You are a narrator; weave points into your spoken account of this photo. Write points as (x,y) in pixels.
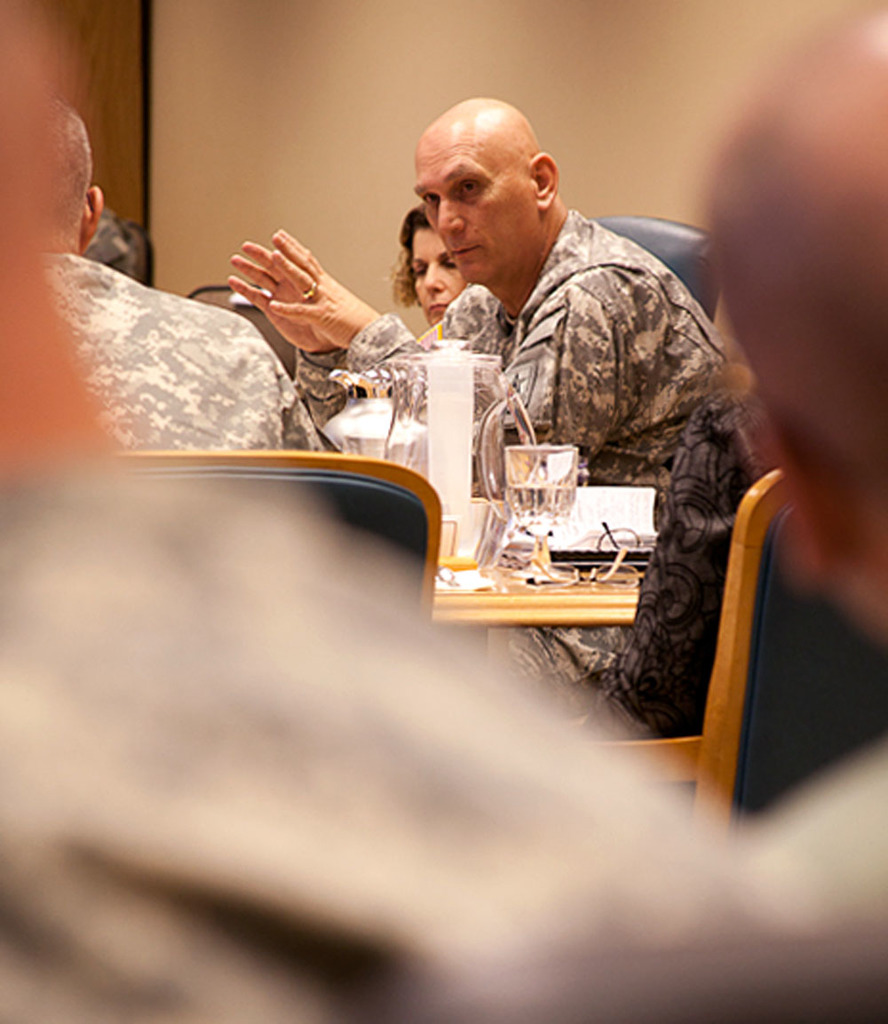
There are people (659,537) sitting on chairs (413,583) and we can see glass (535,472), jar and object (593,528) on the table (563,604). Background (274,120) we can see wall (291,113).
